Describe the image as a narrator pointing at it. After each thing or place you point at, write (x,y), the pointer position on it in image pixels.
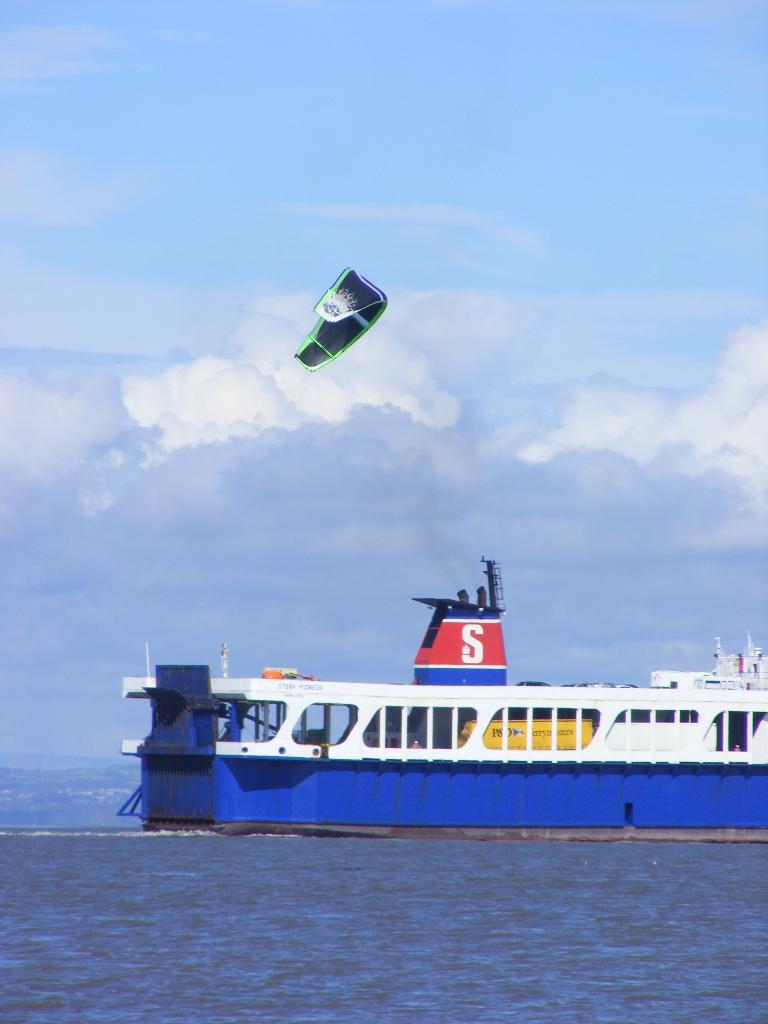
In this image there is a ship (319,818) on the water (262,959), and in the background (203,409) there is a parachute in the sky (251,212).
